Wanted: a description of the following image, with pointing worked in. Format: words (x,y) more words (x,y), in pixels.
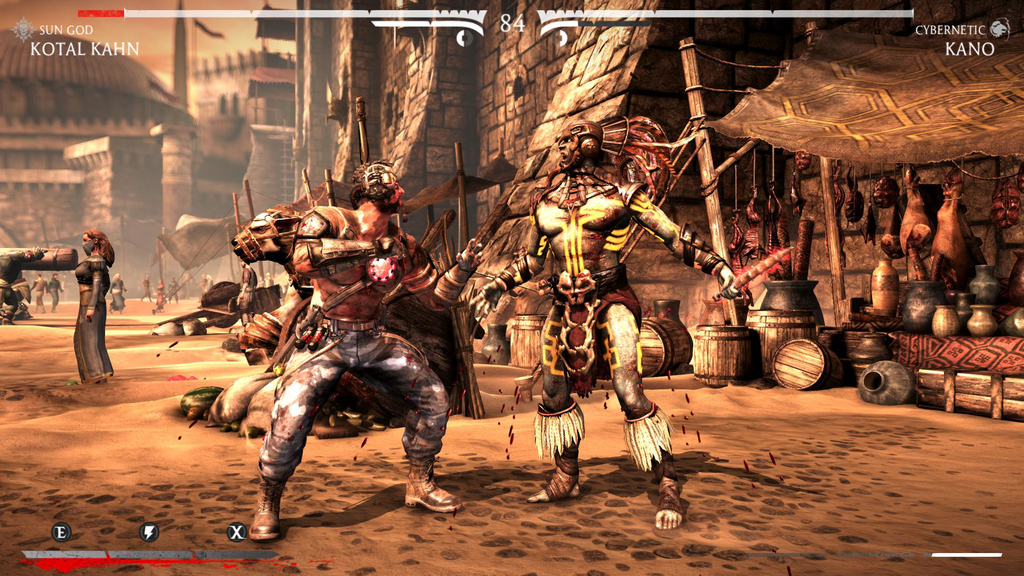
It is an animated image. In this image there are depictions of people (392,292). On the right side of the image (965,245) there are few objects (859,219) under the tent (909,96). At the bottom of the image (738,501) there is sand (838,485). In the background of the image (132,179) there are buildings (218,102).
